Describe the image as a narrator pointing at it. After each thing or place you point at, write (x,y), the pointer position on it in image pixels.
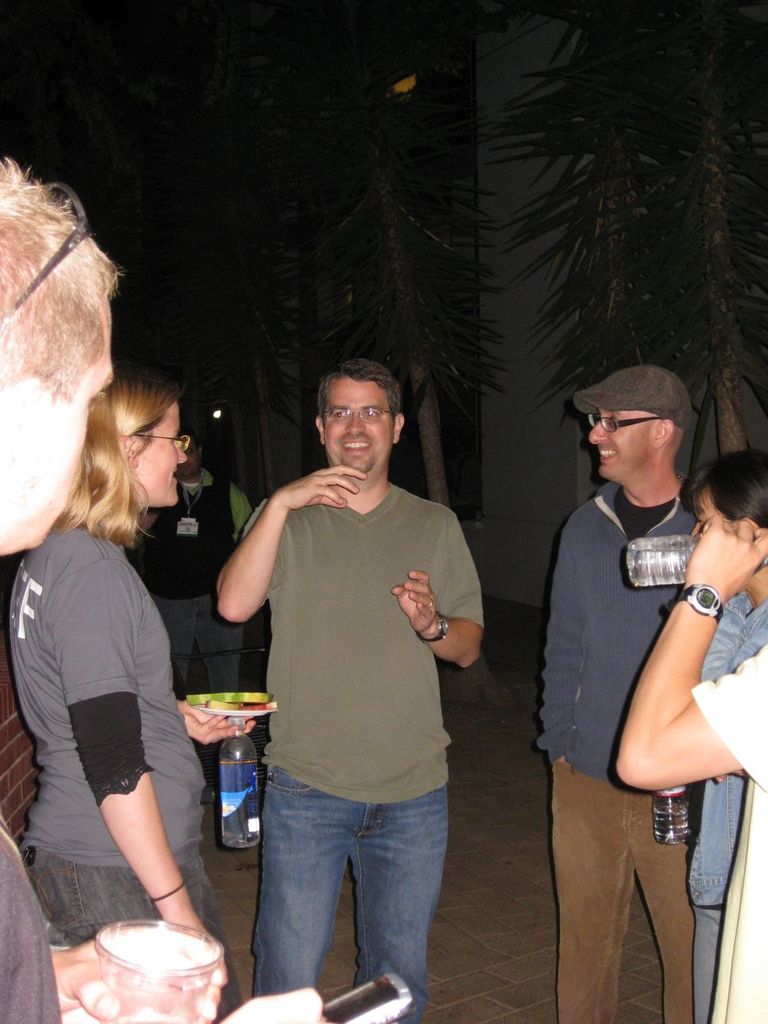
In this picture we can see some people (205,646) standing among them there are holding the water bottles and the other guy (310,996) is holding the phone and behind them there are some trees (436,271).
